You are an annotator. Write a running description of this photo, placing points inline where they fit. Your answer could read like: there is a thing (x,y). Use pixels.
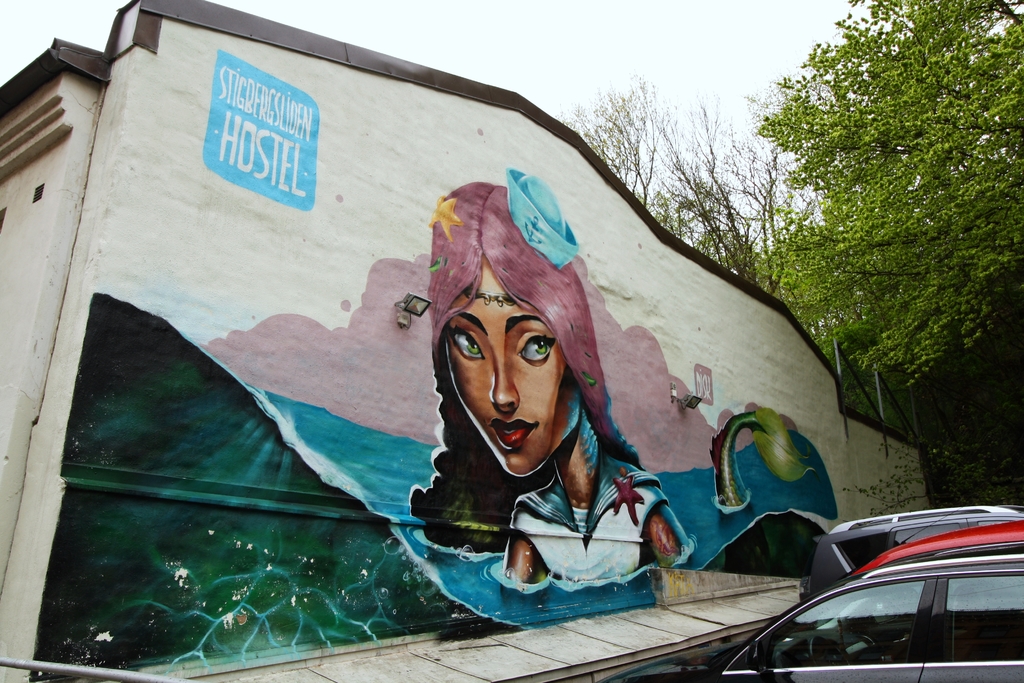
In this image I can see the painting (341,435) on the wall (118,202). I can see the painting (300,425) of the woman (417,507) in the water (312,452). The woman (557,498) is wearing the white and blue color and the water (392,459) are in blue color. To the side of the wall (351,493) I can see few vehicles (778,619). In the background (769,213) there are trees (701,186) and the wall (311,183).
